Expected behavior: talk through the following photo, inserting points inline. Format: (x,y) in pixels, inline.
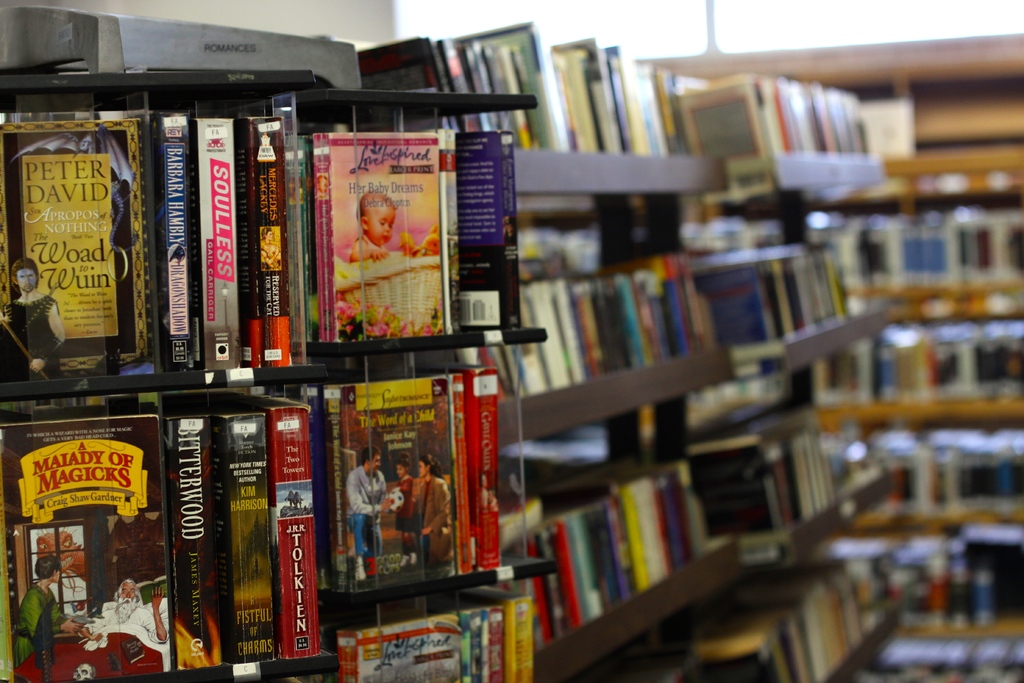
In this picture I can see the books (868,448) on the racks (613,429).
